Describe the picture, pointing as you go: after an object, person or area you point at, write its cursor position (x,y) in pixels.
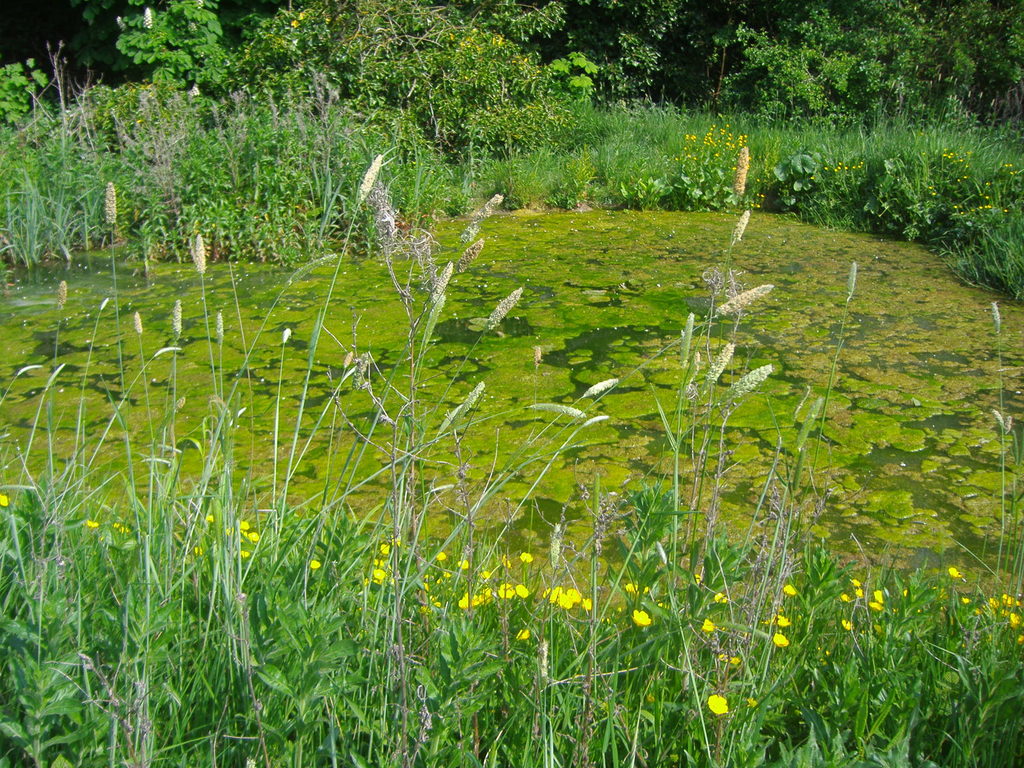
In the foreground of the picture (327,583) we can see plants (519,600), grass (217,587) and flowers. In the middle of the picture (664,354) there is a water body (343,275). At the top (630,176) there are plants (537,141), flowers (718,149) and trees (467,61).
